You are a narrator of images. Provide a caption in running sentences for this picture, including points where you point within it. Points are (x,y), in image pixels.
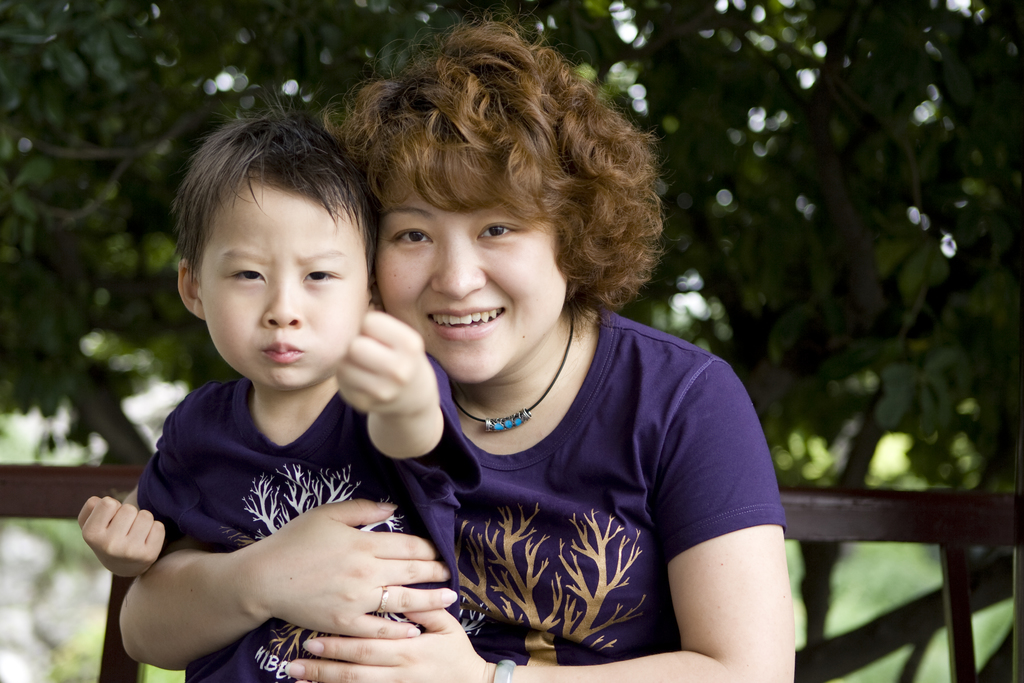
In this image we can see a woman (548,343) holding child (365,394). In the background (783,225) we can see wooden grill (806,522), trees (673,177) and sky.
